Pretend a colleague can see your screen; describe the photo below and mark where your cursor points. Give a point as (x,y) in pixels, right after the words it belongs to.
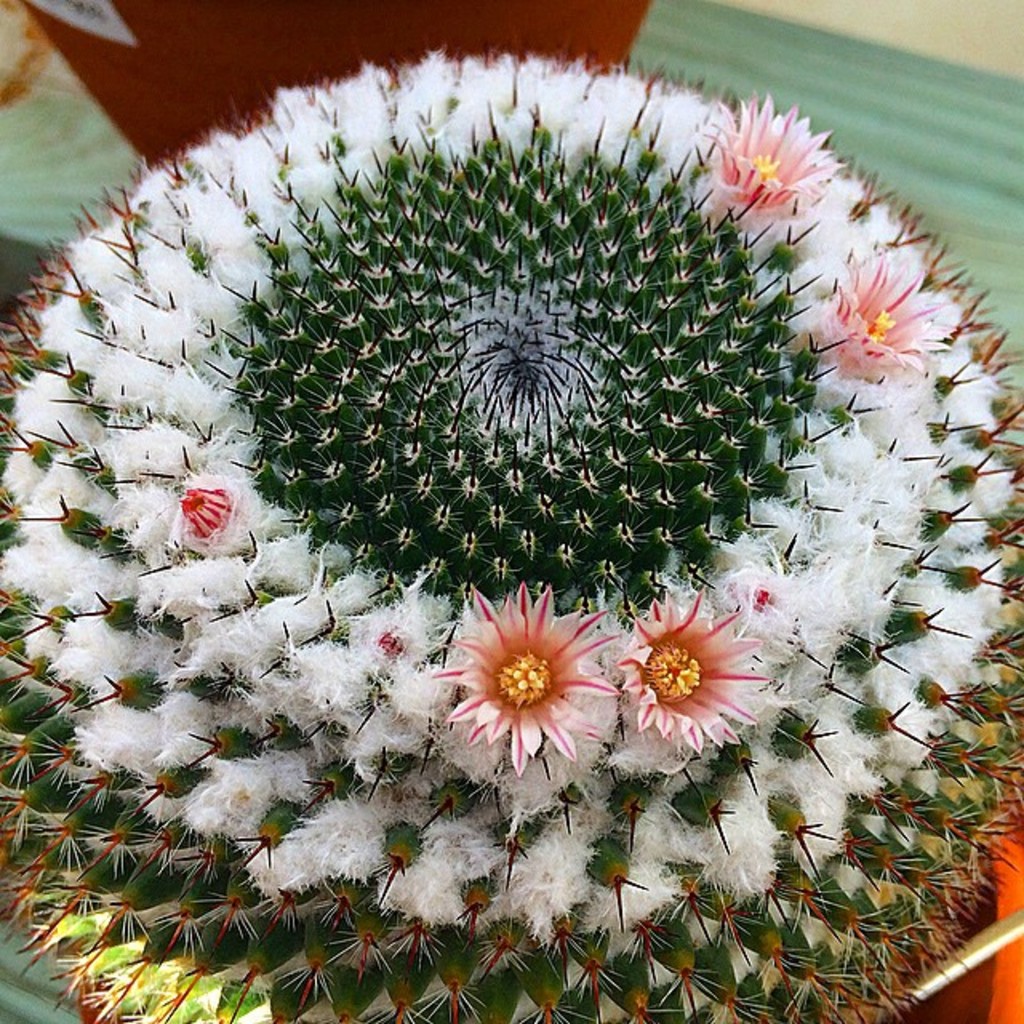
In this picture it looks like a kind of plant (491,593) with flowers (528,679) and thorns (3,798) around it.
